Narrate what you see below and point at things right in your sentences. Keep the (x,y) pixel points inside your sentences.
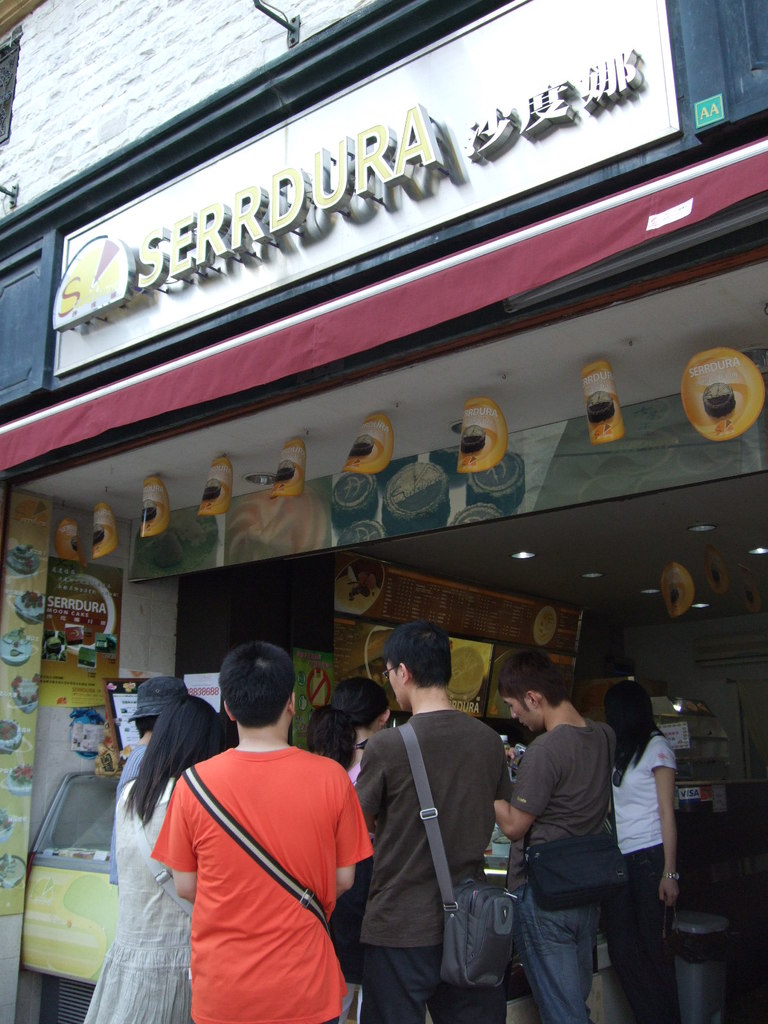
In this image we can see few people (633,819) standing and the place looks like a store (447,101) and we can see a board (645,118) with some text (460,173) and there are some other objects (95,702).
